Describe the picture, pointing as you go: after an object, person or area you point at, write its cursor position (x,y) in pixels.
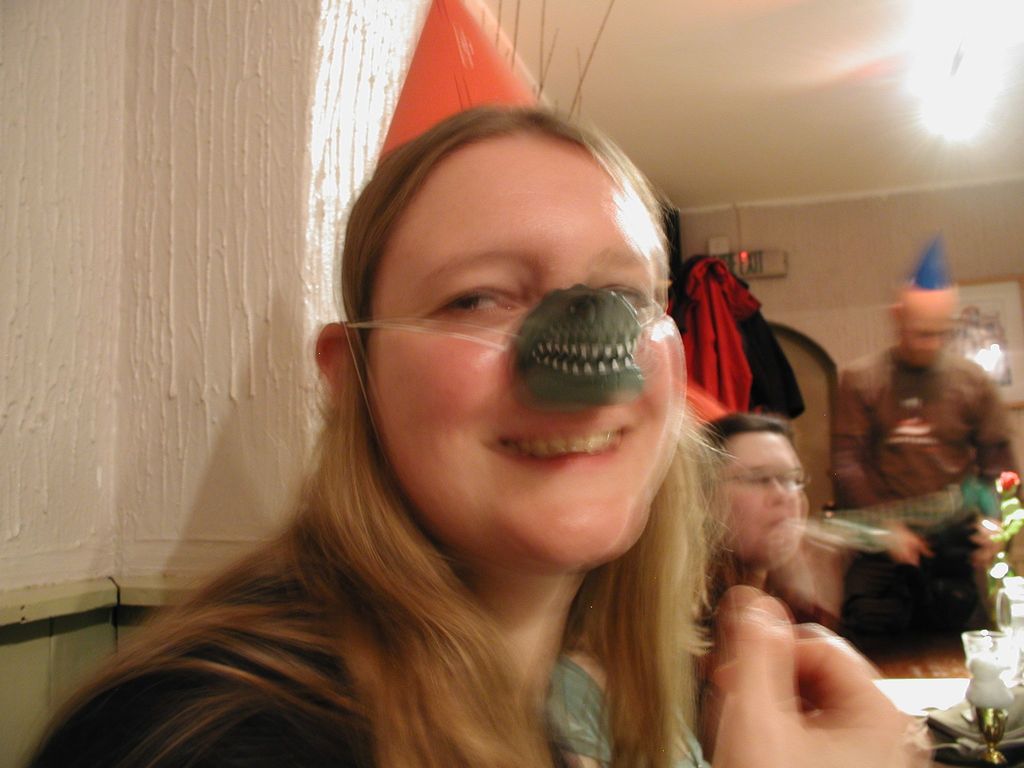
It is a blur image, there are few people (799,481) in the picture and on the right side (966,648) there is some object (932,715), in the background (263,200) there is a wall (309,147).
